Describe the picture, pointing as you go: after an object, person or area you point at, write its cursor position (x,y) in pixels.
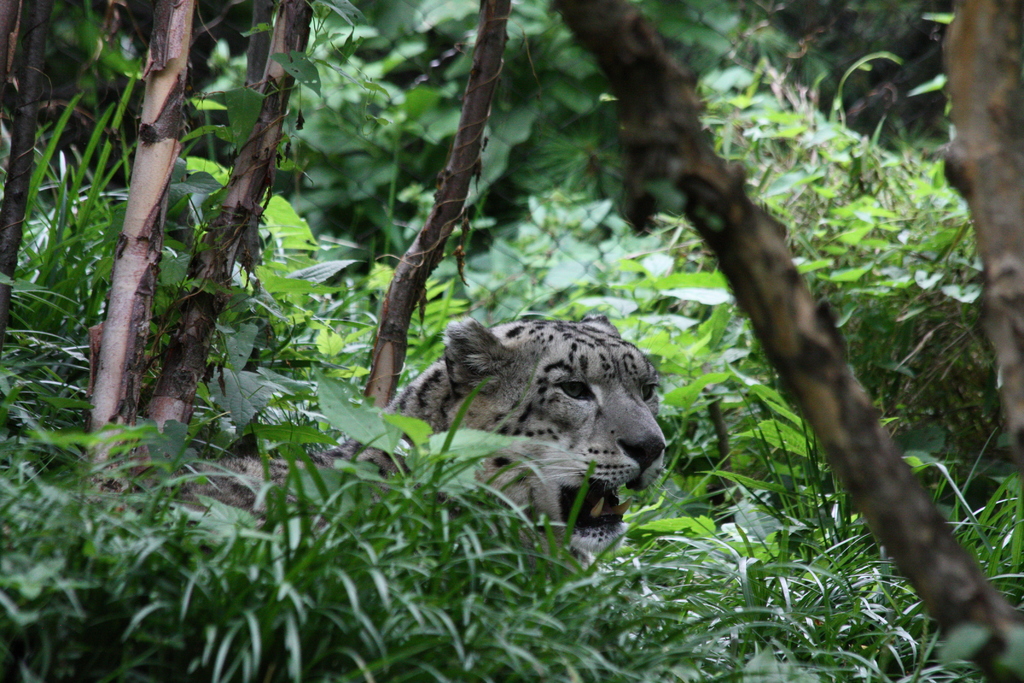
There is a snow leopard (566,356) in white and black color combination, sitting on the grass (766,585) on the ground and opened its mouth (584,498). Around this snow leopard (431,401), there are plants (691,373). On the right side (891,521), there is a tree (664,177). In the background (786,172), there are trees (6,207) and plants (586,63).
